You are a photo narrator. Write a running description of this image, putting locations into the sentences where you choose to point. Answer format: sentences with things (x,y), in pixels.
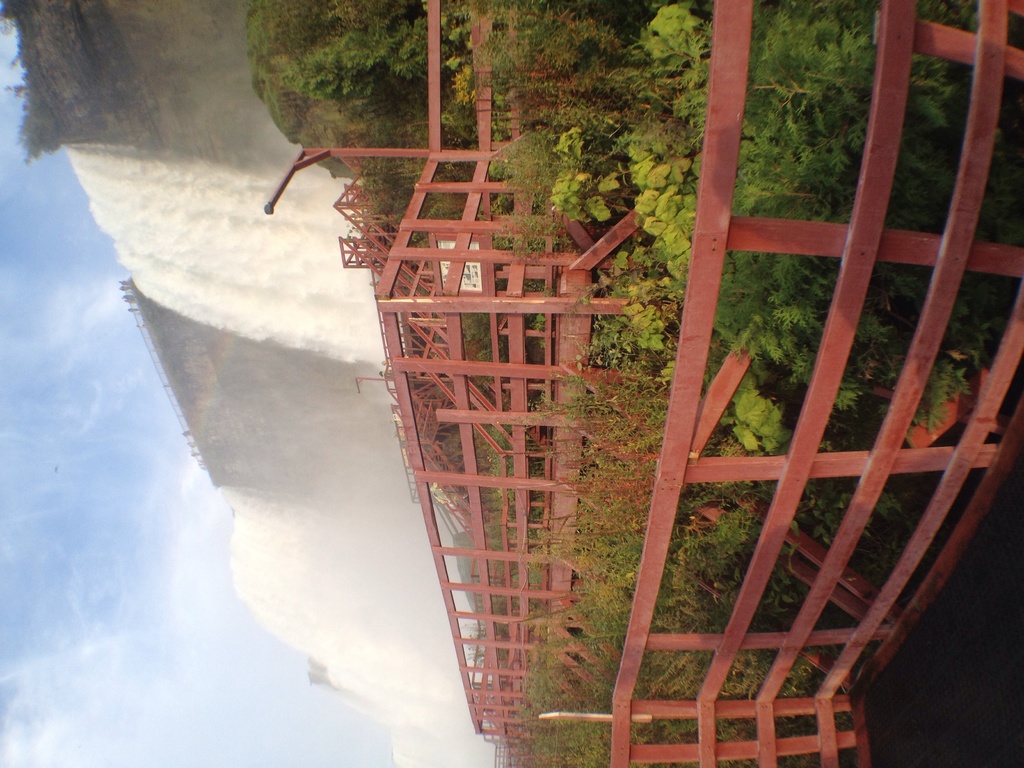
In this image there are fencing (451,321), plants (537,36), in the background (354,312) there is a waterfall (287,508) and a sky (114,635).
